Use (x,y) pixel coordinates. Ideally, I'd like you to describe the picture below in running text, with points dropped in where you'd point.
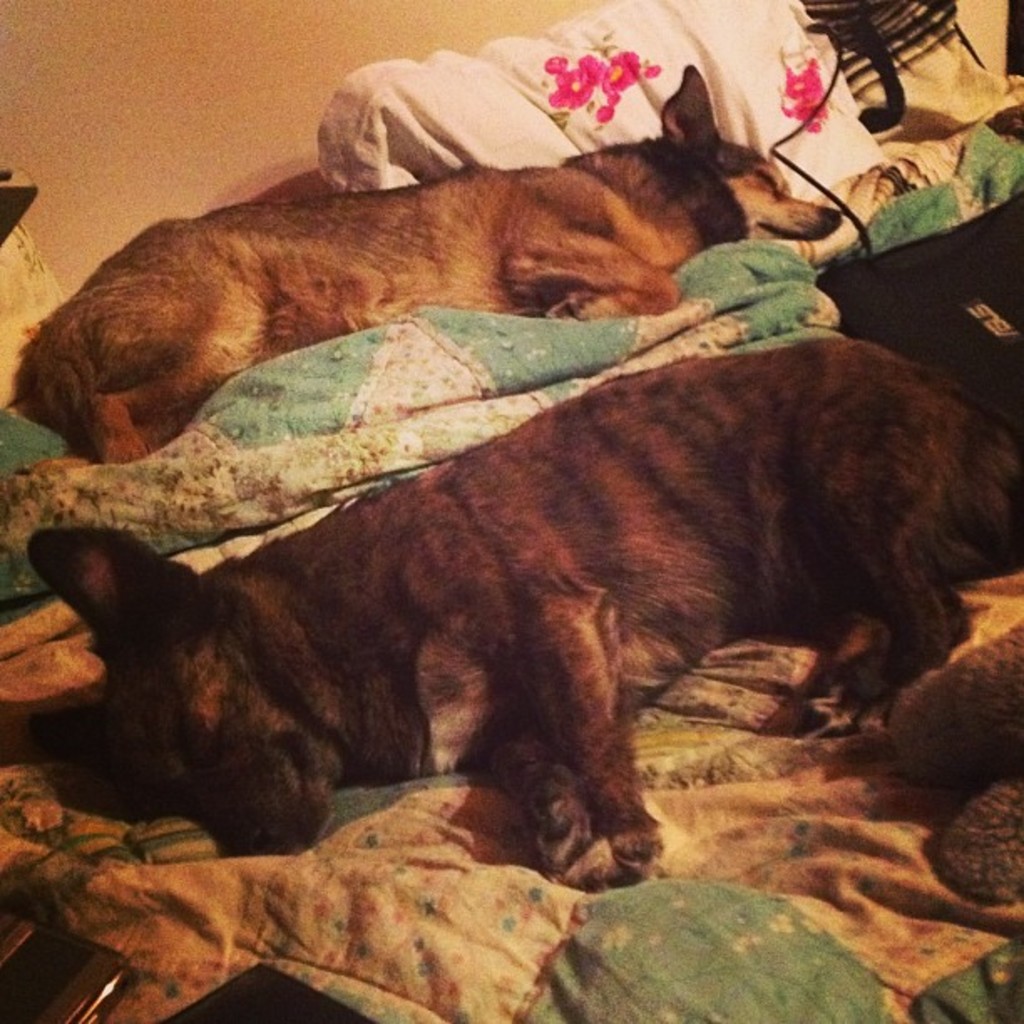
In this picture we can see there are two dogs (88,309) laying on the cloth (390,791) and on the cloth (380,860) there are some items (20,988). Behind the dogs (815,208) there is a wall (116,169).
